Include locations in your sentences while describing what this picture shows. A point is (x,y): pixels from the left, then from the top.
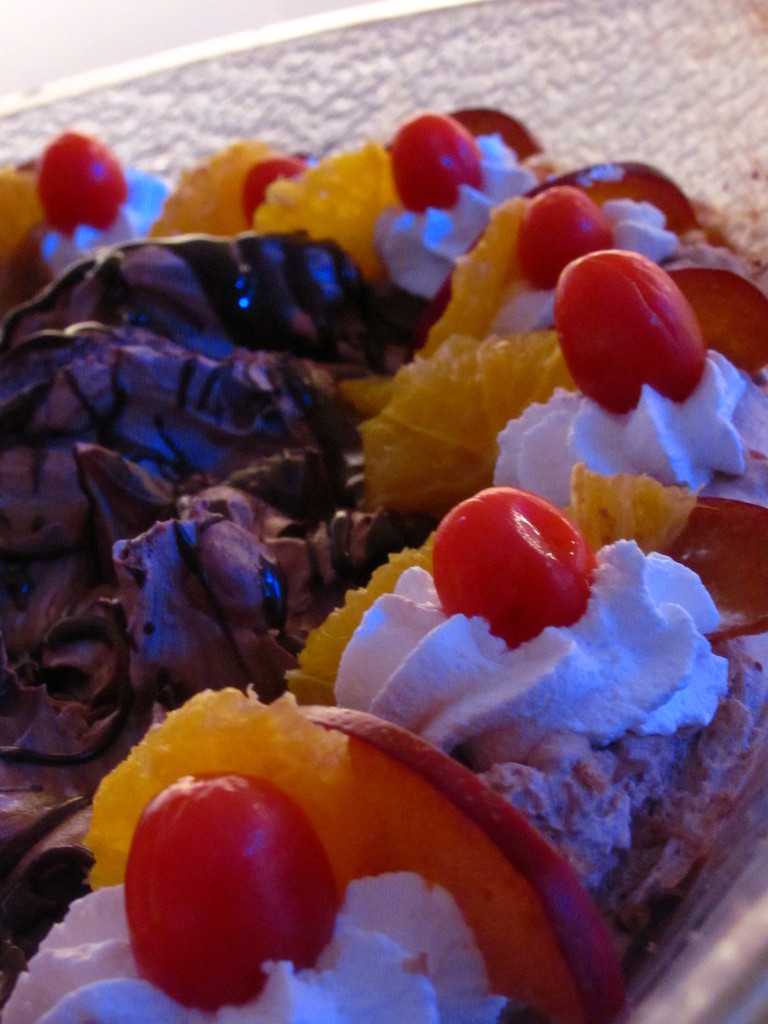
This is a zoomed in picture. In the center (453,503) there is a platter (60,126) containing some food item (501,499) seems to be a cake (415,343).
